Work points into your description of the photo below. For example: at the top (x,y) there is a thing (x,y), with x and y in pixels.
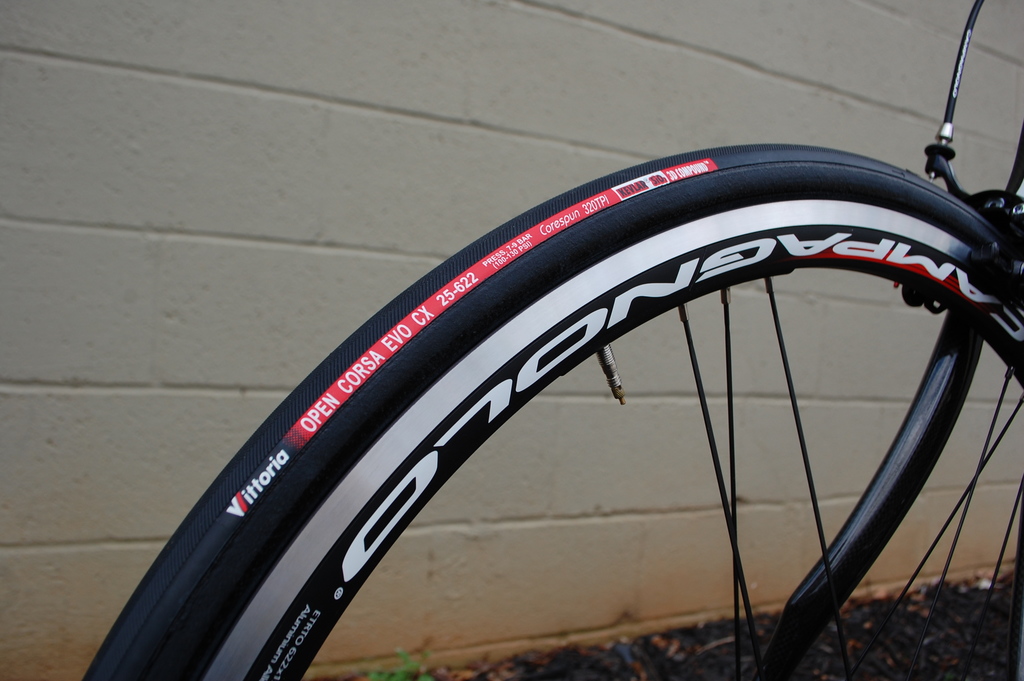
In this image we can see a bicycle (929,404). In the background (431,88) there is a wall (478,145).
